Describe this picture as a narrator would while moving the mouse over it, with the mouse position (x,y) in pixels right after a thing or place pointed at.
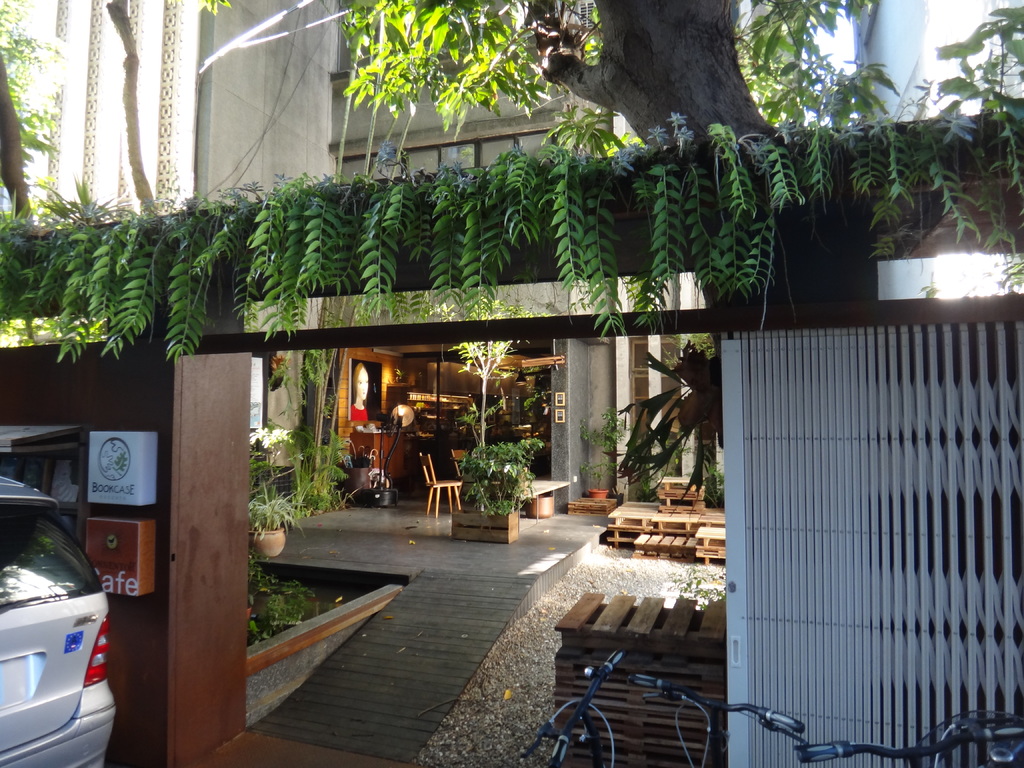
On the right side of this image (782,514) there is a metal gate (779,497), beside there are few bicycles (901,754). On the left side (51,660) there is a car (40,652) and there are few boards (98,527) attached to the wooden wall (167,495). In the background (297,138) there is a building (353,138). In front of these building (298,138) there are many plants (511,482), chairs (432,489), tables (655,515) are placed on the ground (525,675). Behind this gate (825,336) there is a tree (674,74).
